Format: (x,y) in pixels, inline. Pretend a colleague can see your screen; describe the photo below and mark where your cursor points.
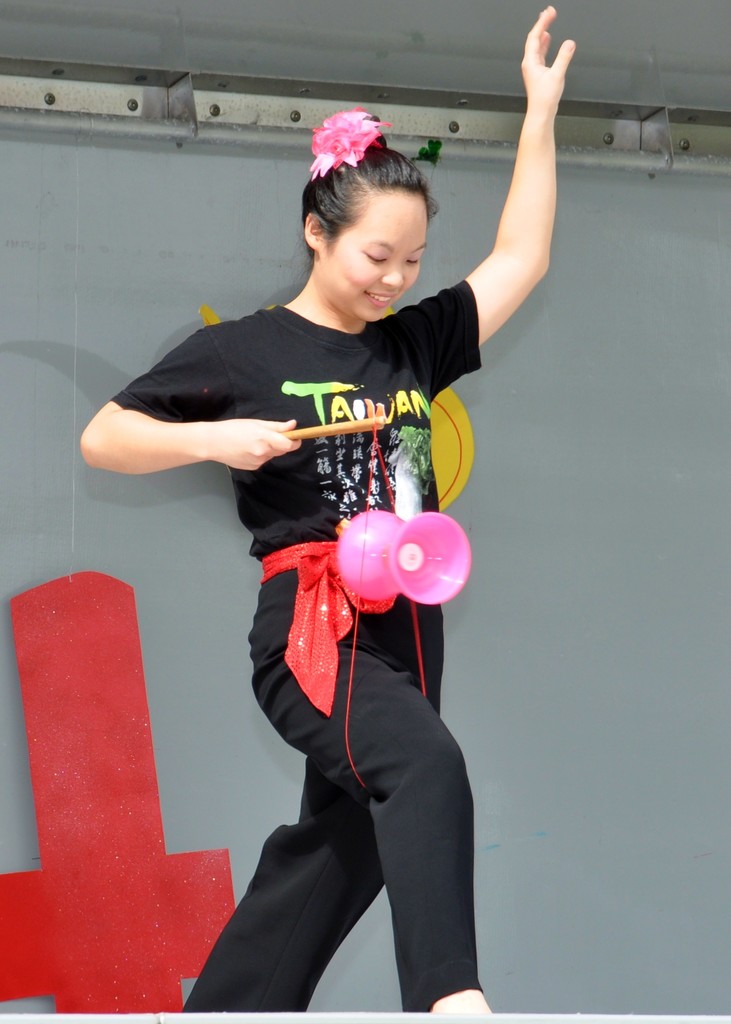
In this picture there is a girl (407,494) wearing black color t-shirt (407,494) and track (382,690), with pink color diabolo (424,599) hanging on the string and walking. Behind there is a grey color background (131,198).
